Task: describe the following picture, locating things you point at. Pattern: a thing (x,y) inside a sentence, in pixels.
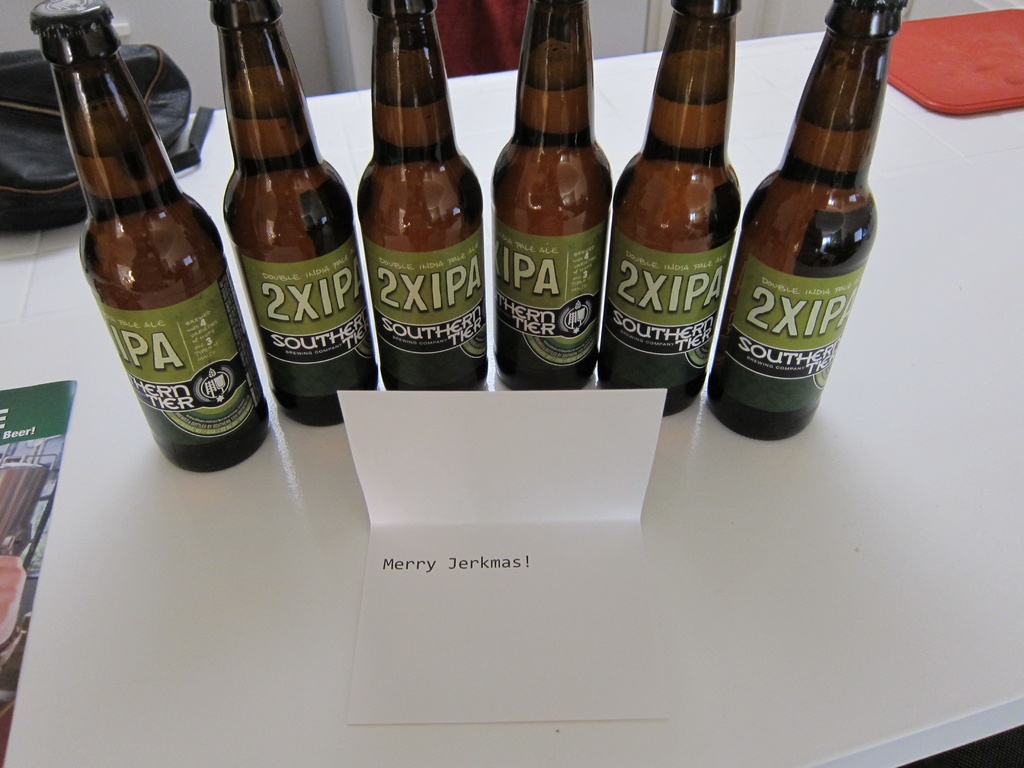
There are six bottles (622,276) on the table (795,499) and a paper note (520,596) named as merry jerkmas in front of them and a bag (43,141) is there.
